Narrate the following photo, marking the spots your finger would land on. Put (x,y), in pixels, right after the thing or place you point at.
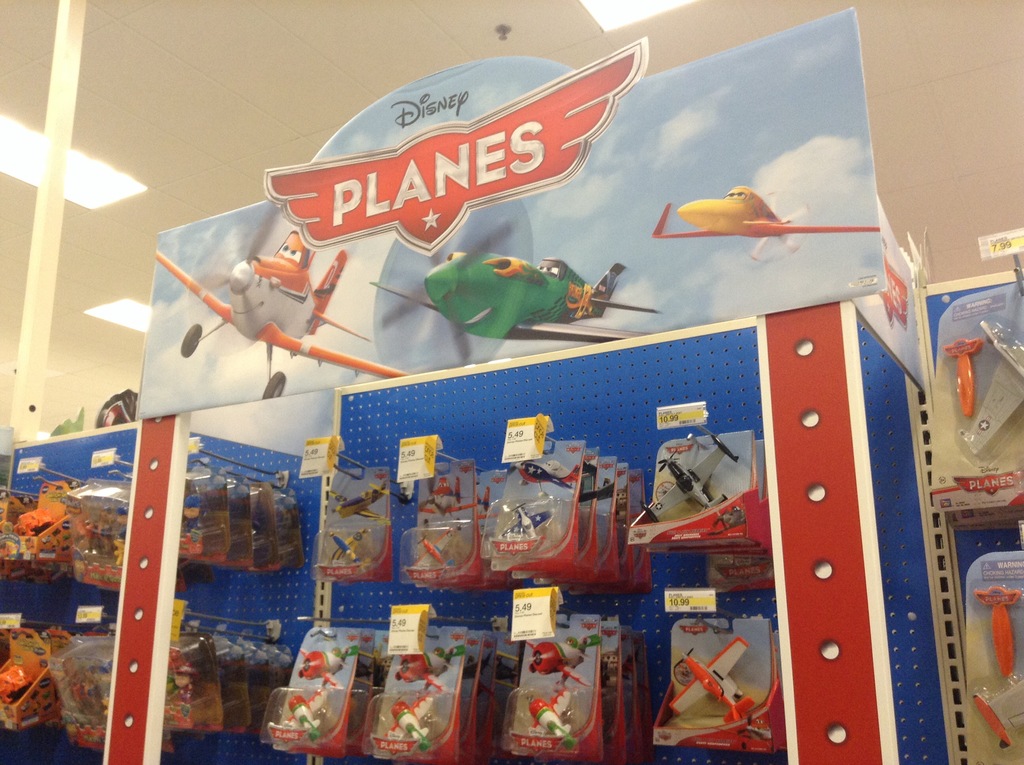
The picture consists of airplane toys (445,492), cost plates (427,445), banner (233,320), text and other objects (788,454). At the top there are lights (656,9) to the ceiling (959,88).
